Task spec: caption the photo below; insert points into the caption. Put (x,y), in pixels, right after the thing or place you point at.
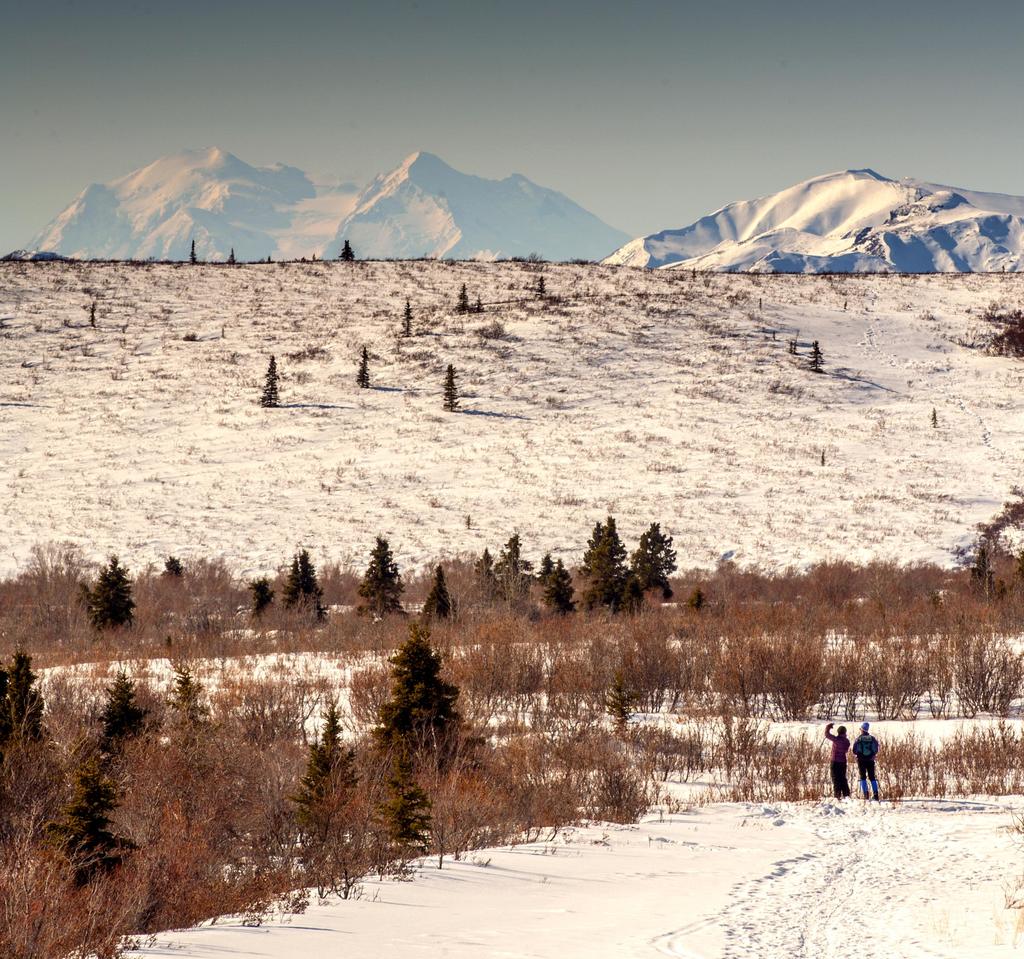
In this picture we can see there are two people (847,748) standing and in front of the people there are trees (388,579), snowy hills (541,190) and a sky (559,107).
